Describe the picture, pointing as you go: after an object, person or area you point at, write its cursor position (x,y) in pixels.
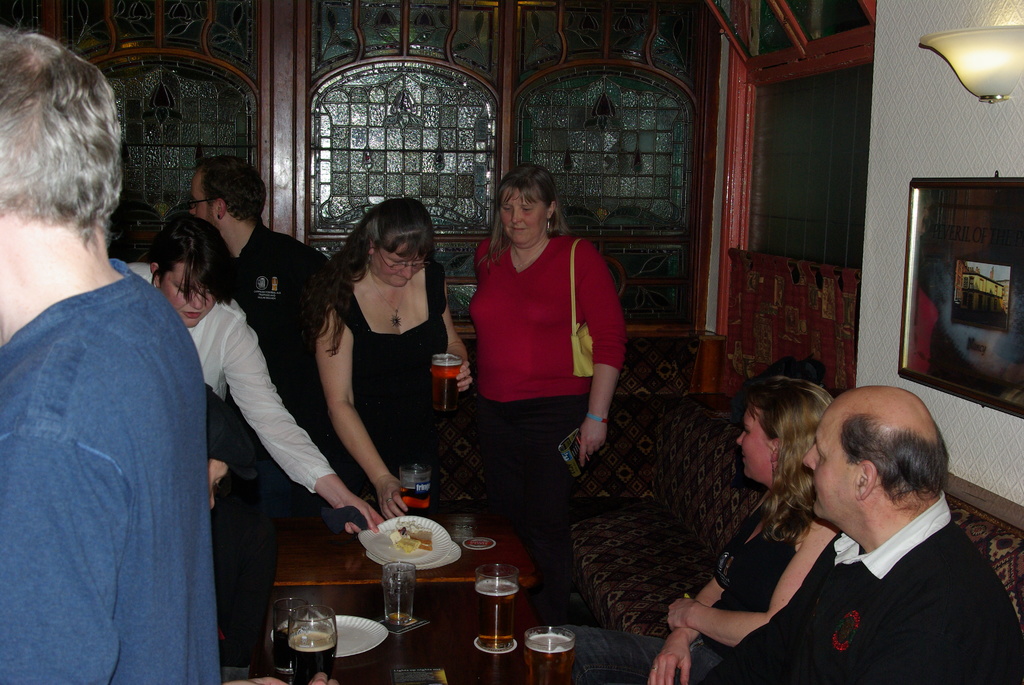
In picture there are many people (540,419) standing and two people (842,489) are sitting on the sofa (738,486) table (467,679) in front of them on the table (366,598) there are plates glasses (496,622) with a liquid (496,621) on it on the wall (958,112) there is a frame (916,203) and a light (982,55) a woman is carrying a handbag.
